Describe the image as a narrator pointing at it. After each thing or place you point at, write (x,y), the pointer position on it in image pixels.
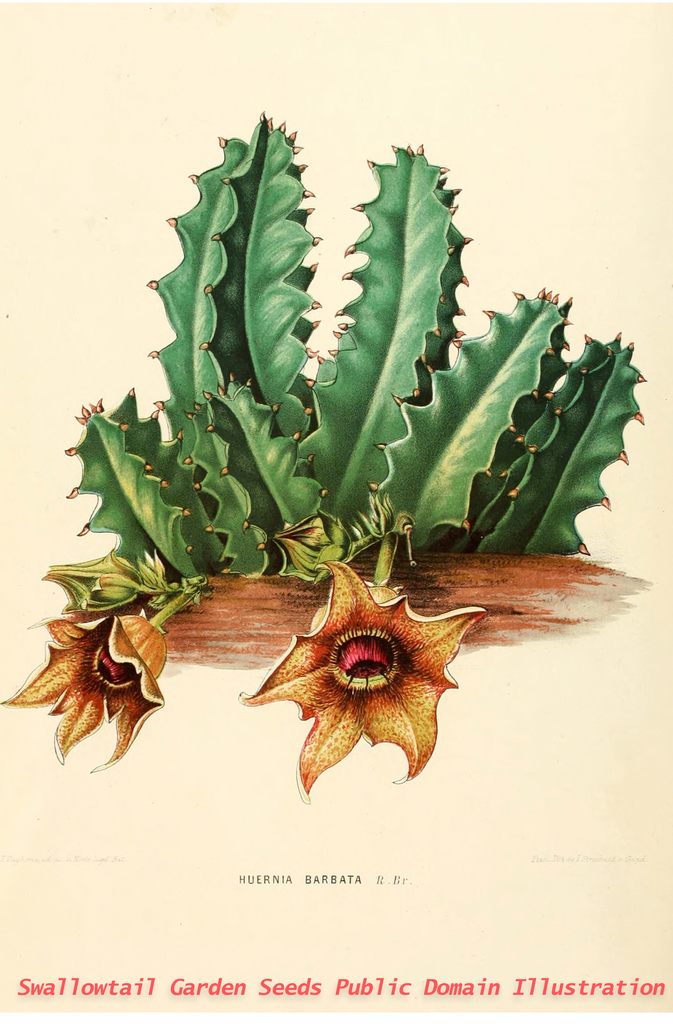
In this image I can see few flowers (300,659) in brown and red color, plants (294,440) in green color and I can see the cream color background (15,528). I can see something written on the image.
